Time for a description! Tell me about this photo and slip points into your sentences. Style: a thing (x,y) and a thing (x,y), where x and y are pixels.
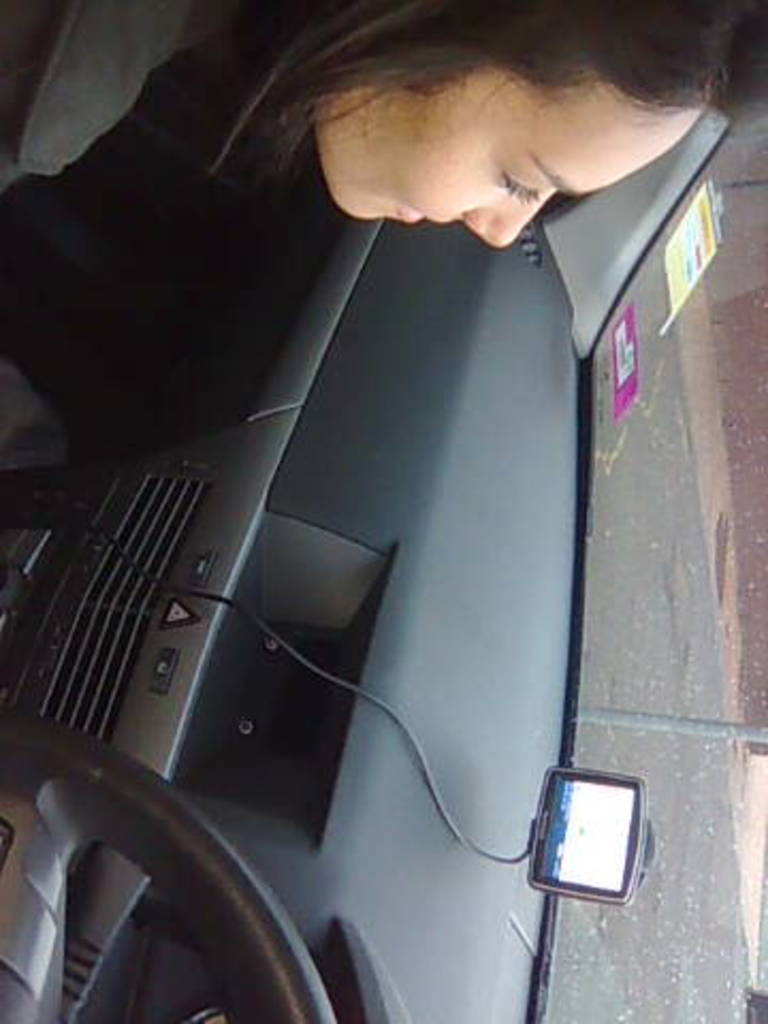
In the image we can see there is a woman (514,78) who is sitting in the car (345,689).
